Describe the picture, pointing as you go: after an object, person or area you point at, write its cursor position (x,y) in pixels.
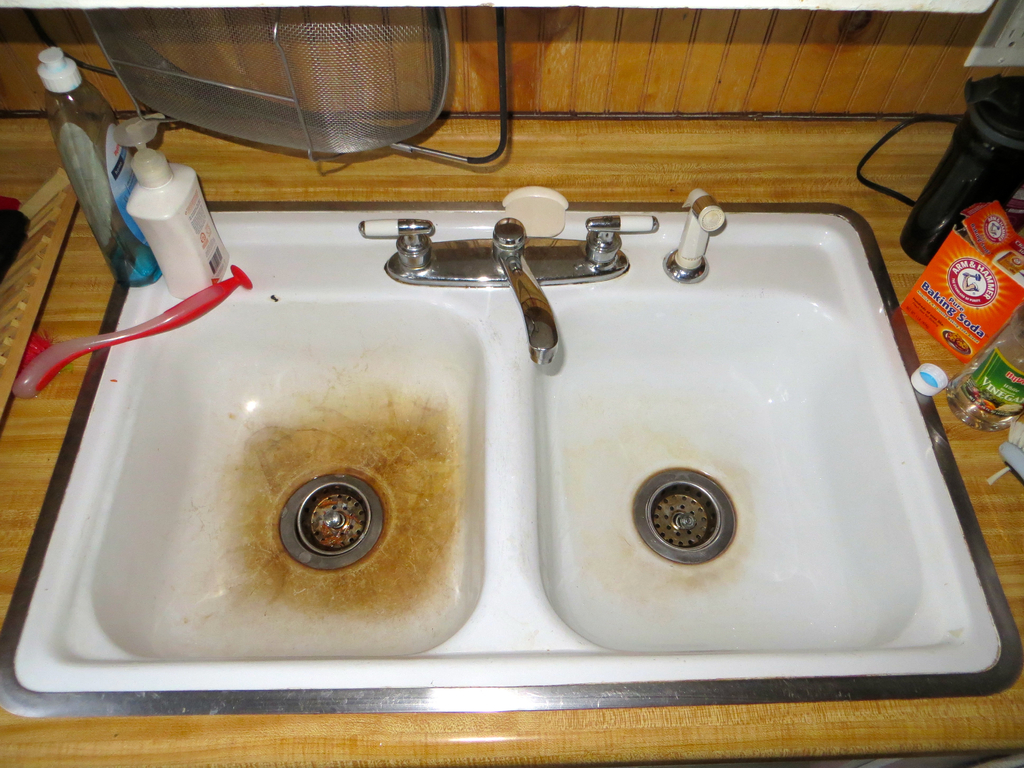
In this image we can see sink (647,357), taps (478,264), daily essentials (934,236) and a switch board (979,39).
